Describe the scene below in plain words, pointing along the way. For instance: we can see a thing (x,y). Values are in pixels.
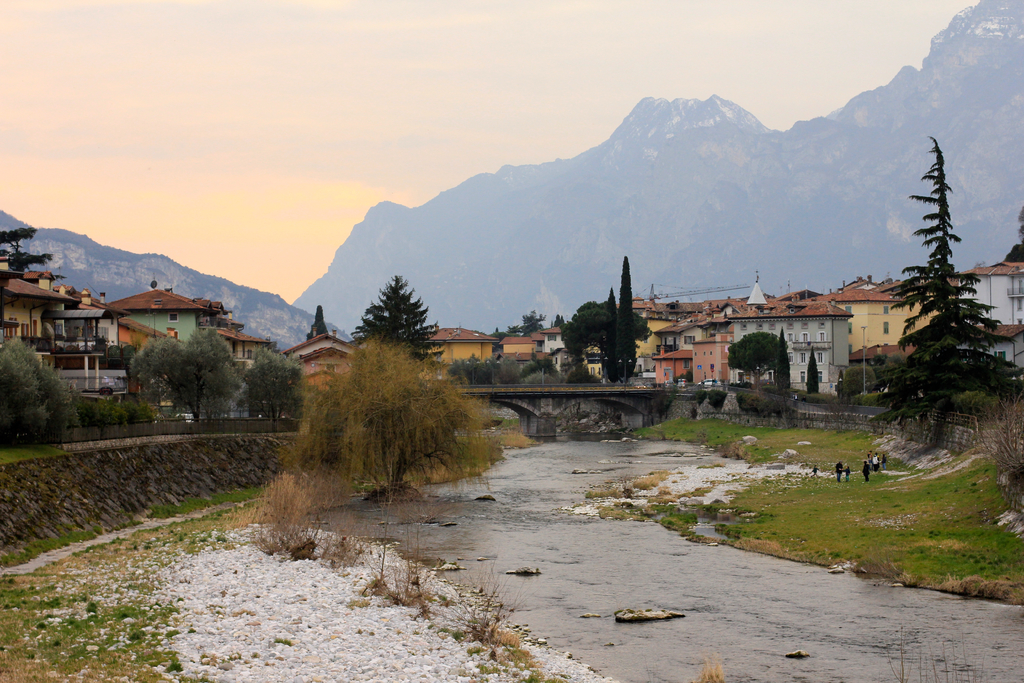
In this picture we can see grass (861,529) at the bottom (850,521), in the background (386,439) there are some buildings (827,377), trees (152,346) and hills (620,210), we can see the sky (375,26) at the top of the picture (322,27), on the right side (865,470) there are some people (883,462) standing.
